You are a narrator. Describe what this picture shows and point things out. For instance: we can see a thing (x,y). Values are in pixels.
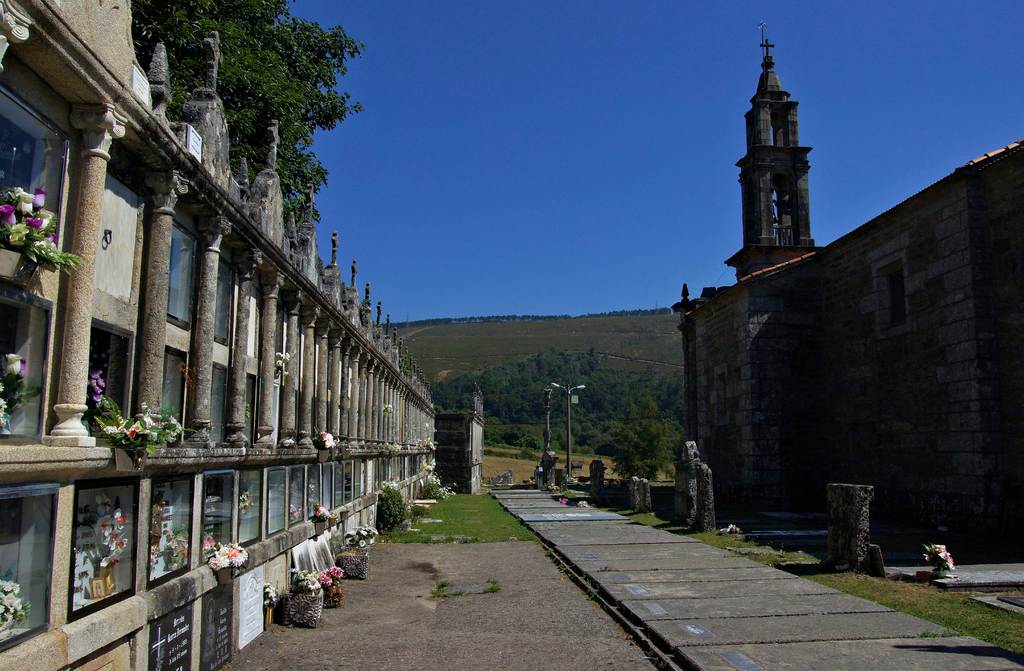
On the right (846,280) we can see the church (807,346). On the left (230,406) we can see the wall (371,377) with some racks (329,482). On that we can see many flowers (13,193) and plants (40,196). Beside the church (824,485) we can see the street lights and walls (594,489). In the background (505,320) we can see the trees (593,365) and mountain (522,342). At the top (614,51) there is a sky (614,81). At the top of the church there is a cross mark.
